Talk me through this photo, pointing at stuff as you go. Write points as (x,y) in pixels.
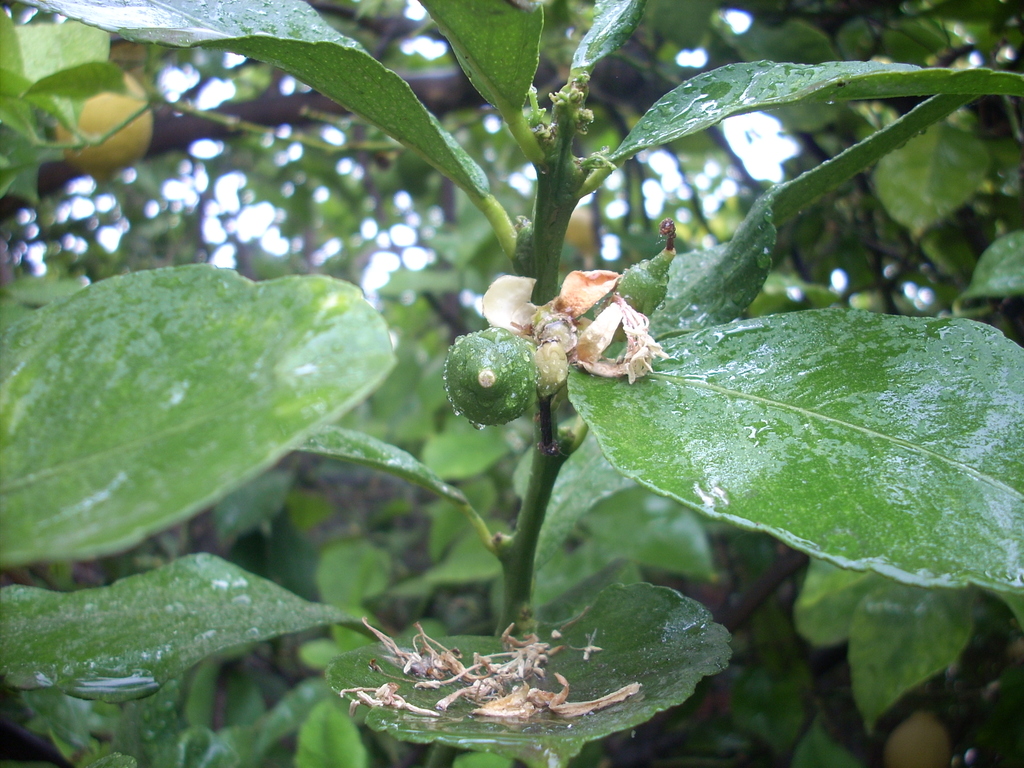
In this image in the foreground (583,406) it might be a plant (578,362), on which I can see flower (578,349), bud (474,360), background (427,299) it might be the tree (126,187), there is a fruit (99,114) visible on the tree (147,110).
